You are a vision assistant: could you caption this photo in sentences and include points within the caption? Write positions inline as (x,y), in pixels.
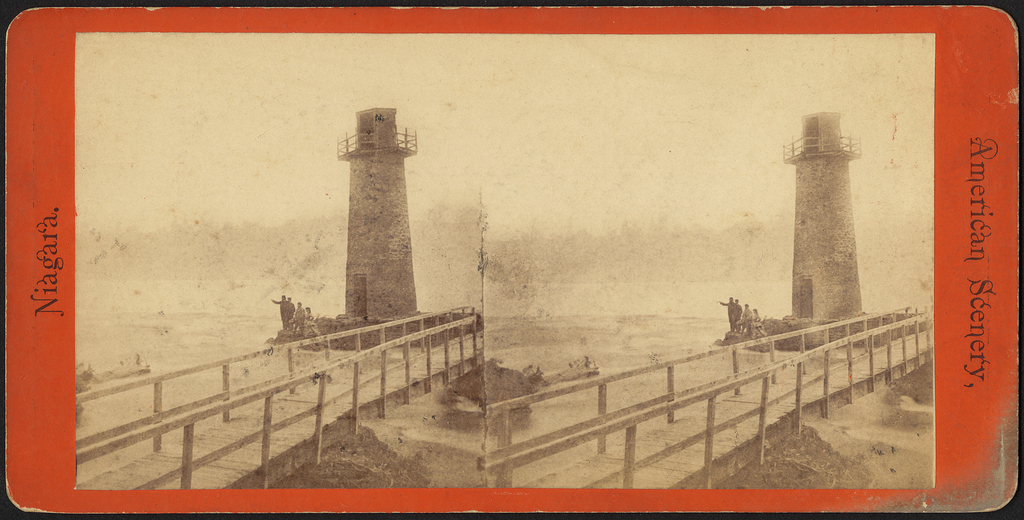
This is an edited image, there are two image they both are same, there is light house (379,288) and a bridge (388,353) four persons (301,324) are standing near the light house (355,306), in the second image there is a light house (805,317) four persons (738,313) are standing near the lighthouse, in the background (649,330) there is sea (608,318).
